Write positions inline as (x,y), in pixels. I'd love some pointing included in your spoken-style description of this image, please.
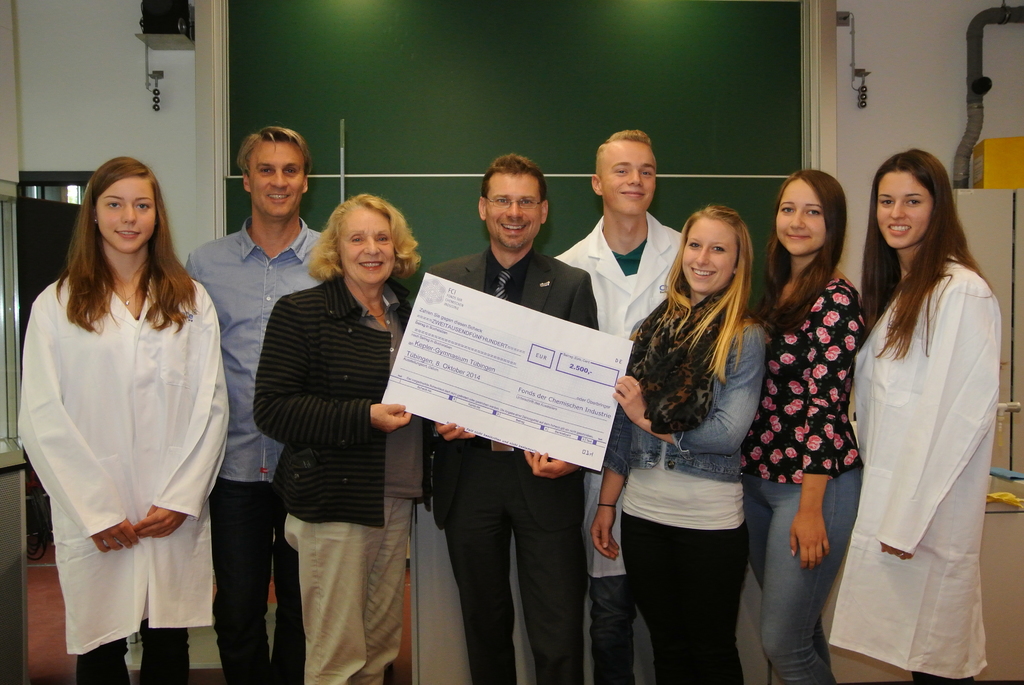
Here we can see a group of people (566,515). These people (290,279) are smiling. These three people (698,416) are holding a cheque (501,313). Background (541,165) we can see green wall (586,27), speaker (176,11) and pipe (978,34).
